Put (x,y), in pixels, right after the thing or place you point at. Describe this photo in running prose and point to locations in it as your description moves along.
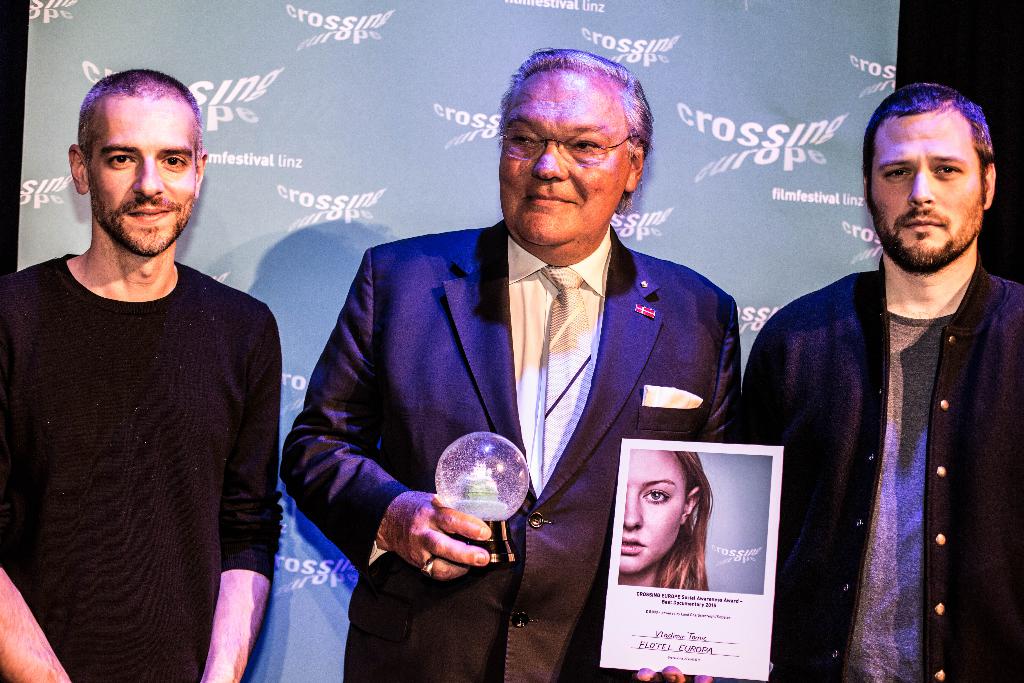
In this picture we can see three men (143,182), the middle man (428,294) is holding a poster (626,510) and an object (455,479) in his hands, behind him we can see a hoarding (703,136).
